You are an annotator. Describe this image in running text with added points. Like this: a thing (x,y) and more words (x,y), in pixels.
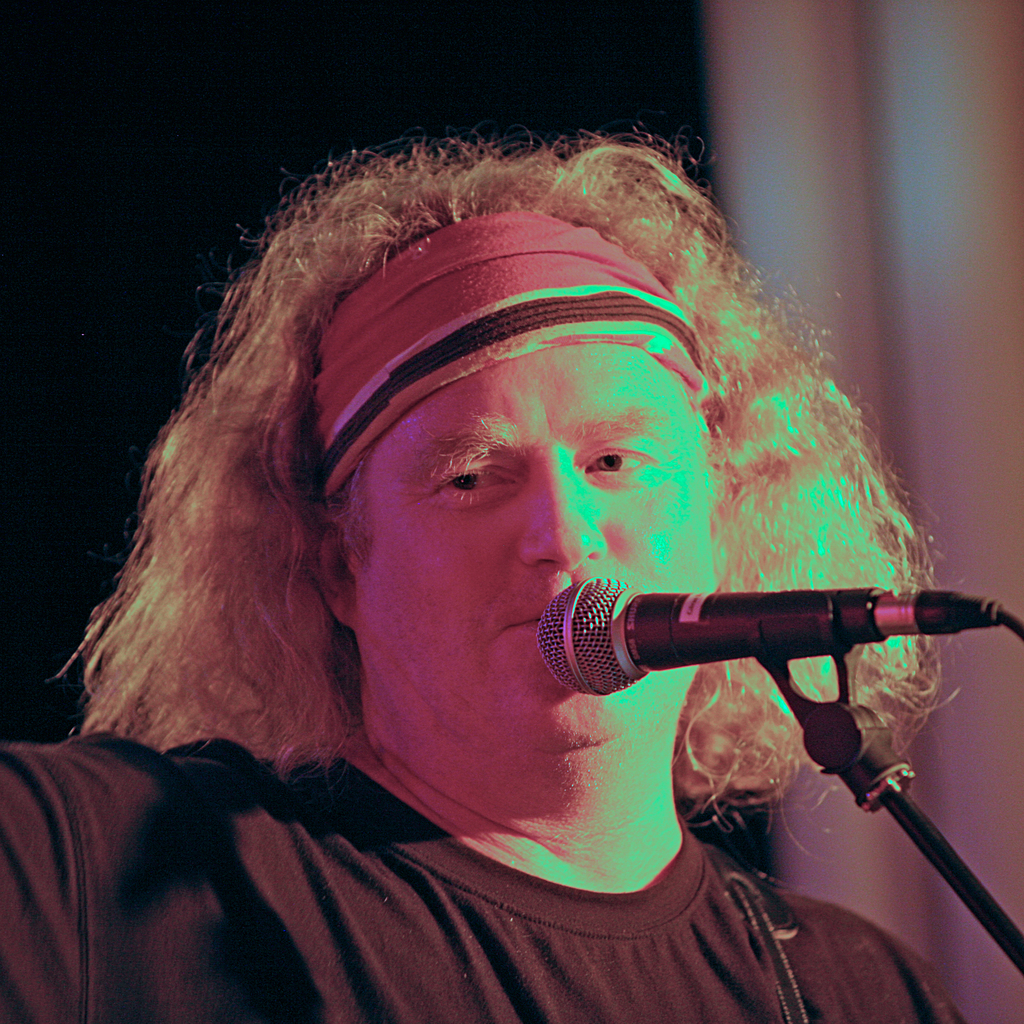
In this image I can see a person (361,713) wearing black dress (342,767). In front (827,621) I can see a mic (842,625) and stand (871,780). Background (781,101) is in black and white.
